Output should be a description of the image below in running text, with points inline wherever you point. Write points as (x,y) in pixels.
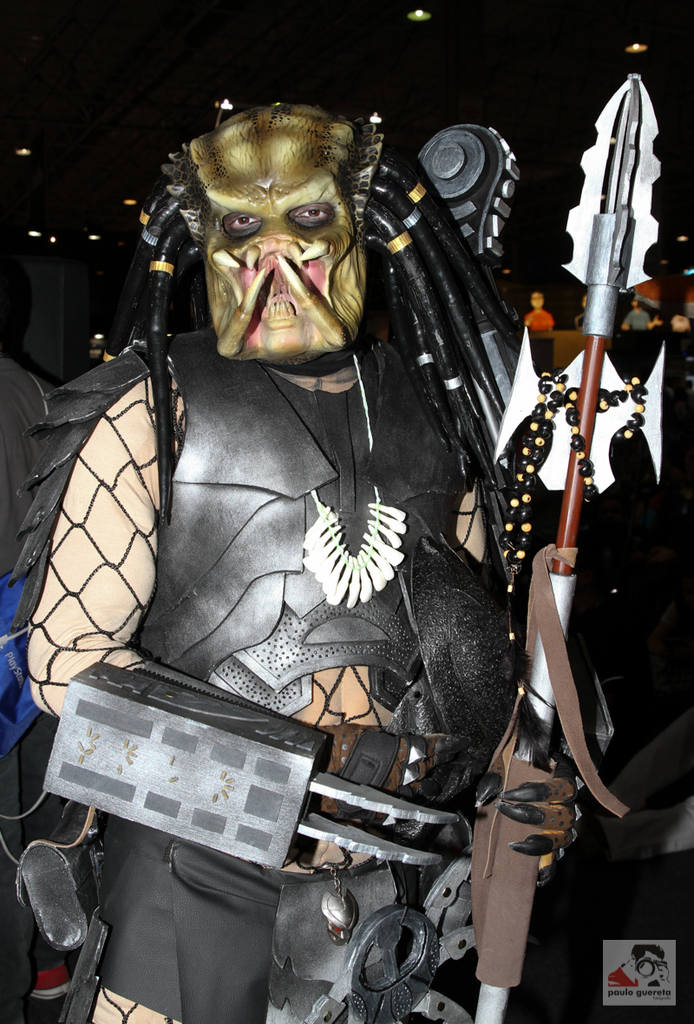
This is the picture of a person (205,561) in different costume (430,500) and he is holding somethings (570,393) in the hands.
